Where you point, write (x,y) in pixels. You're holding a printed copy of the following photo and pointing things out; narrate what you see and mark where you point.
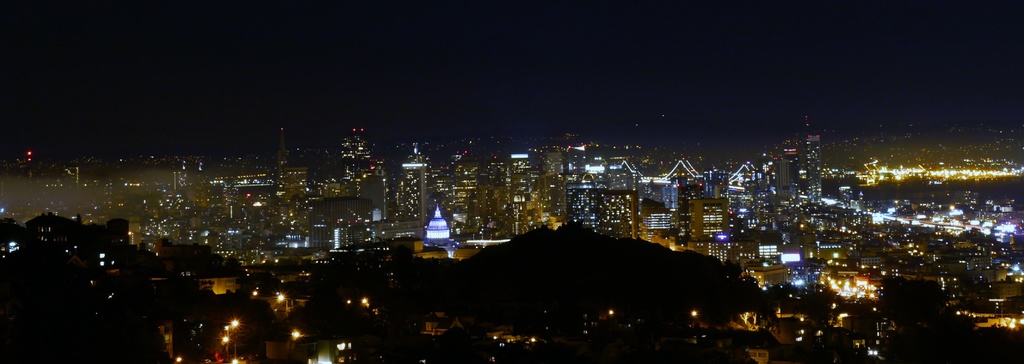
As we can see in the image there are buildings (257,258), lights (972,229) and the image is little dark.
